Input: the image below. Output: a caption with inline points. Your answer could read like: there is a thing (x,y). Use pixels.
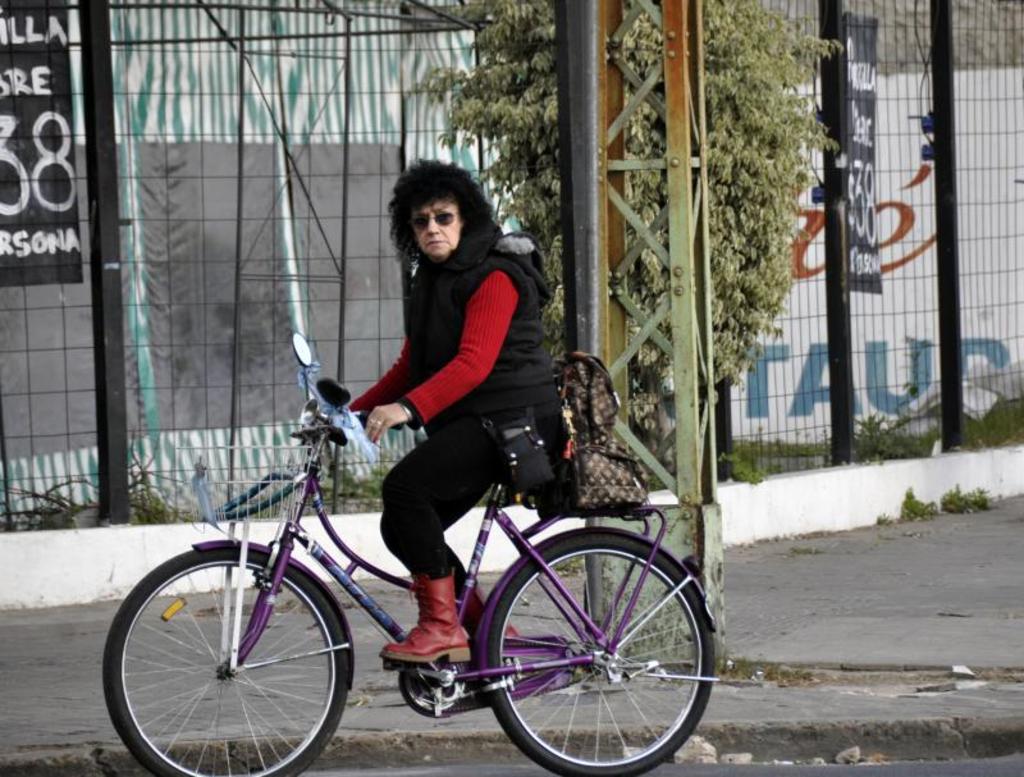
The women (446,390) wearing black jacket (493,388) is riding a bicycle (480,556) and there is a black fence (526,126) and a tree (525,111) beside her.
